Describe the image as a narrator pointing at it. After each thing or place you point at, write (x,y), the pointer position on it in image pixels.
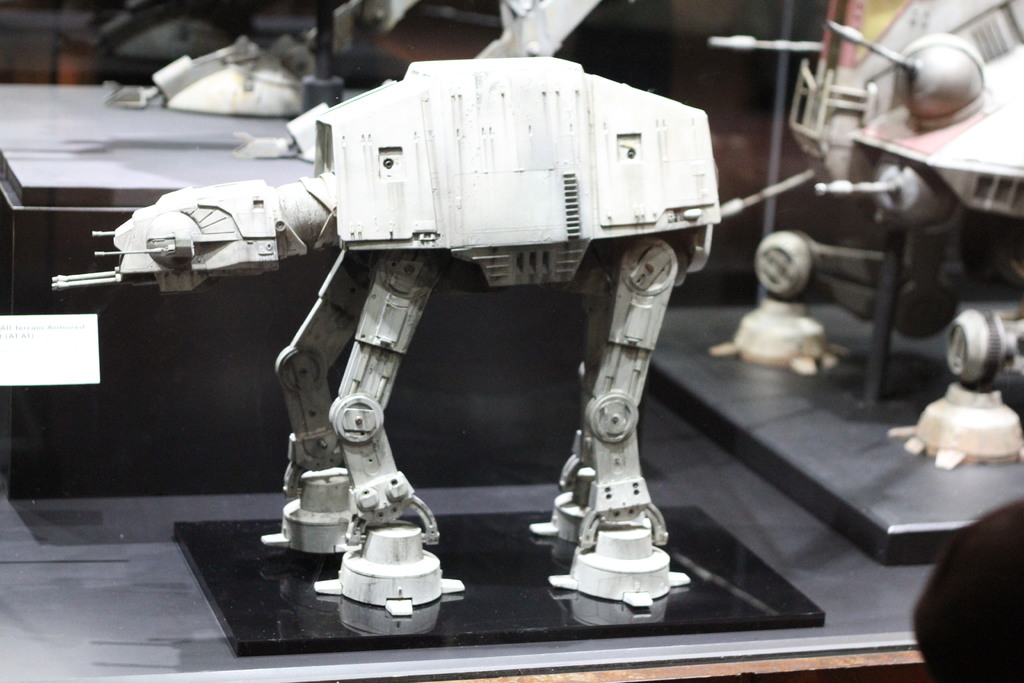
There is a robot (529,192) placed on an object (550,546) and there are another robots (902,154) placed behind it.
